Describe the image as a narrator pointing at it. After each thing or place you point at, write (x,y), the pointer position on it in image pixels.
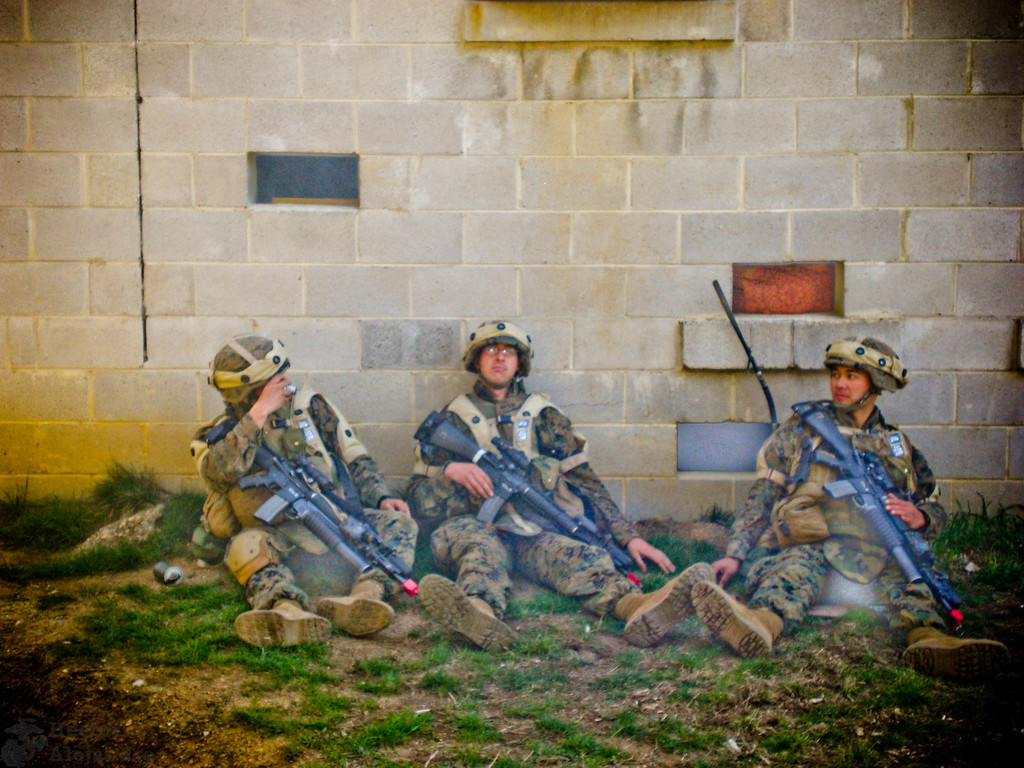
In this picture, we see three men (554,558) in the uniform (480,540) are sitting on the ground (420,573). Three of them are holding rifles (327,526) in their hands (468,470). At the bottom of the picture (528,685), we see grass (597,717). Behind them, we see a wall (369,200).
